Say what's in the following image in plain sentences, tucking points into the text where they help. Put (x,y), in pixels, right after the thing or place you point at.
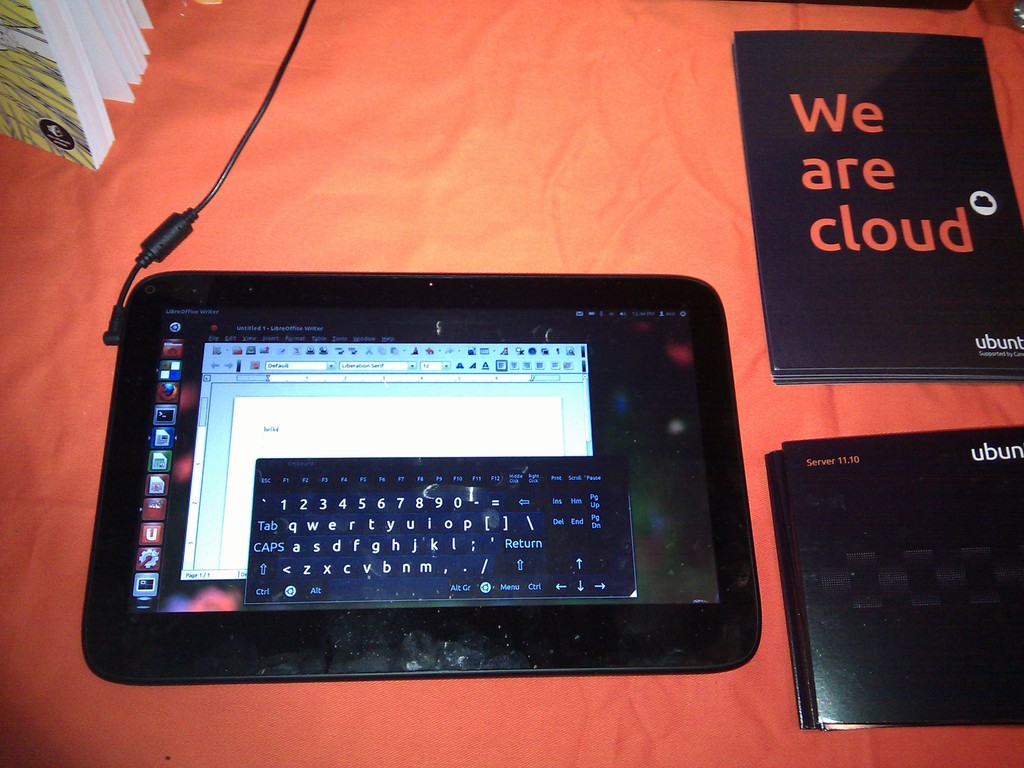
In this image I can see a tab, few books (753,211) on some surface (555,165) and the background (476,176) is in orange color.
